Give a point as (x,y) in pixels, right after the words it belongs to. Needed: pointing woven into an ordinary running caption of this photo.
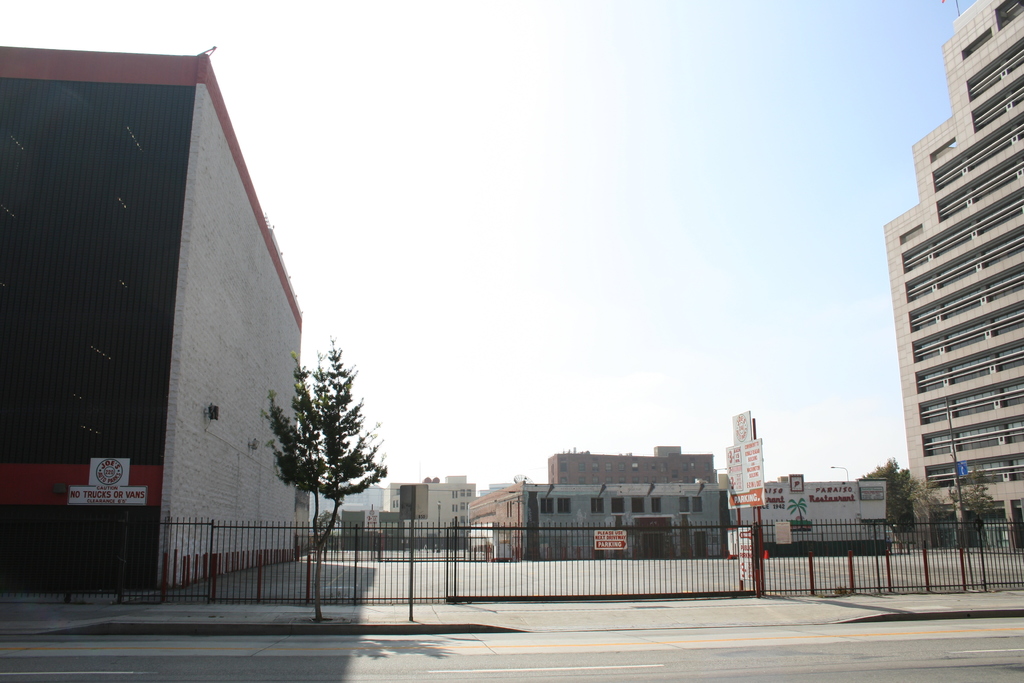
In this image we can see a fence (341,590), tree (318,563) and boards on the poles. In the background (121,370) we can see buildings (40,364), texts (820,490) written on the wall (815,522), trees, poles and sky (439,395).
